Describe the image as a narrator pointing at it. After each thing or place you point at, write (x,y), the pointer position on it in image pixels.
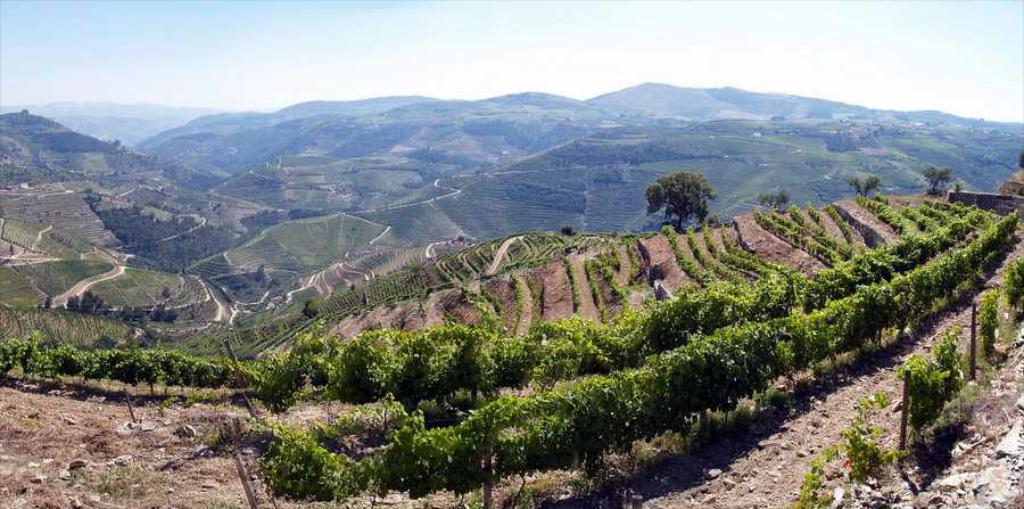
Here in this picture we can see mountains (610,142) covered all over the place and we can see plants (308,447), trees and grass (212,396) on the mountains (167,261), which are covered all over there.
